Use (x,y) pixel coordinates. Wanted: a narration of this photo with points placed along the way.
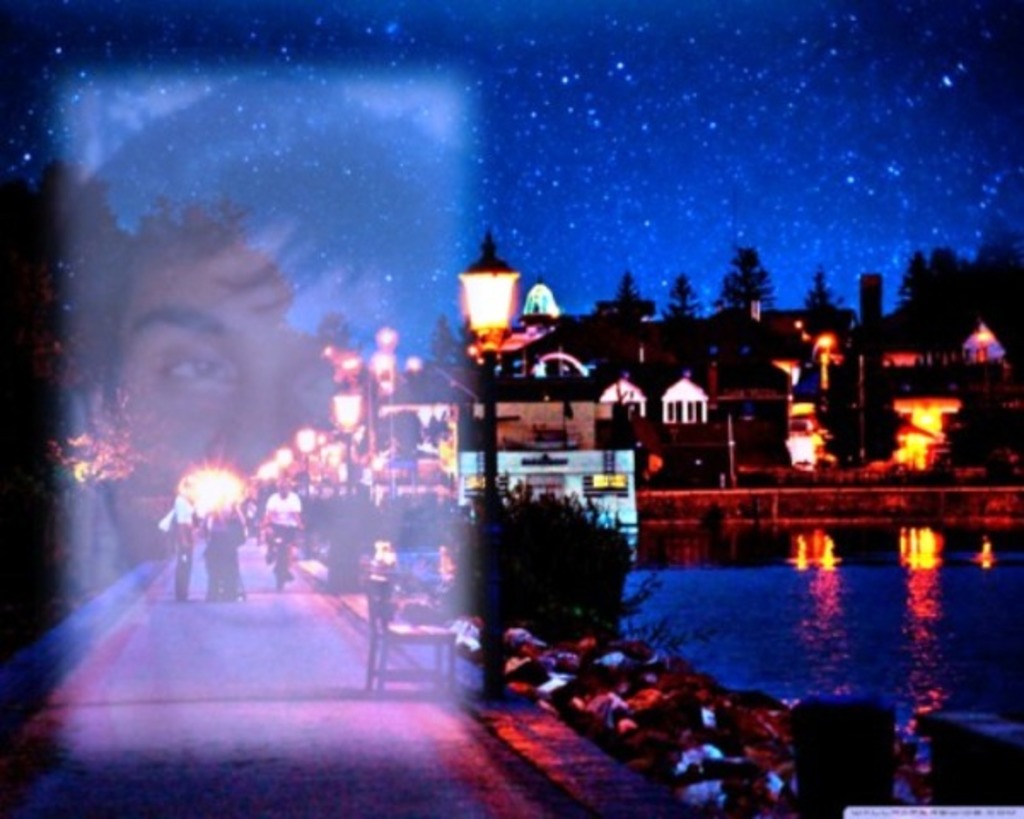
It is an edited image, there is a walkway (292,586) and beside the walkway (258,566) there is a water surface (655,616). Few people (223,523) are moving on the walkway (297,682), there are many pole lights (306,441) beside the walk way (294,806). Beside the lights (387,393) there is a palace (634,425) and on this image there is a shadow (185,377) of another person (218,368).
